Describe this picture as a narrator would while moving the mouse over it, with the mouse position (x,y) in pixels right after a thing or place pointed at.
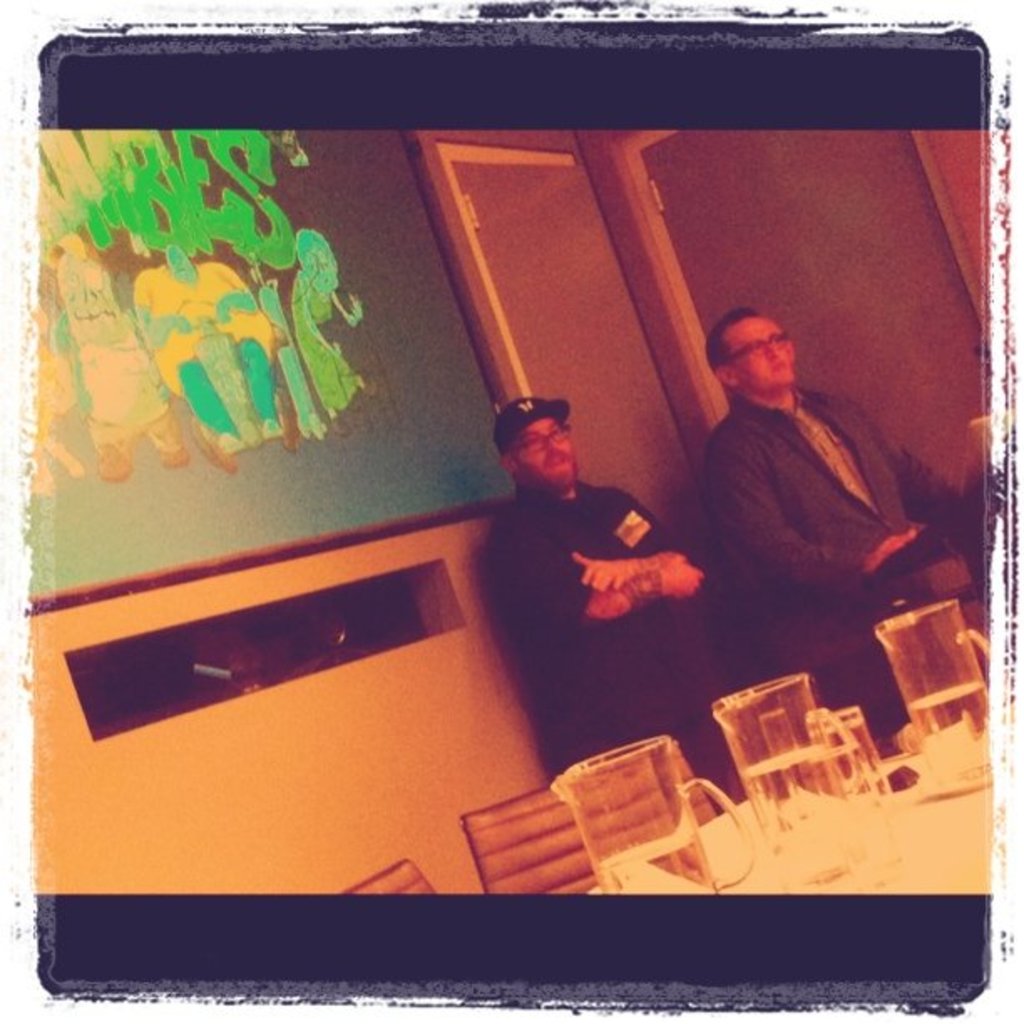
In this picture I can see few water jugs (804,795) on a table (766,850), on the right side (770,332) two men (751,470) are standing, on the left side (126,289) it looks like a projector screen (342,395).
